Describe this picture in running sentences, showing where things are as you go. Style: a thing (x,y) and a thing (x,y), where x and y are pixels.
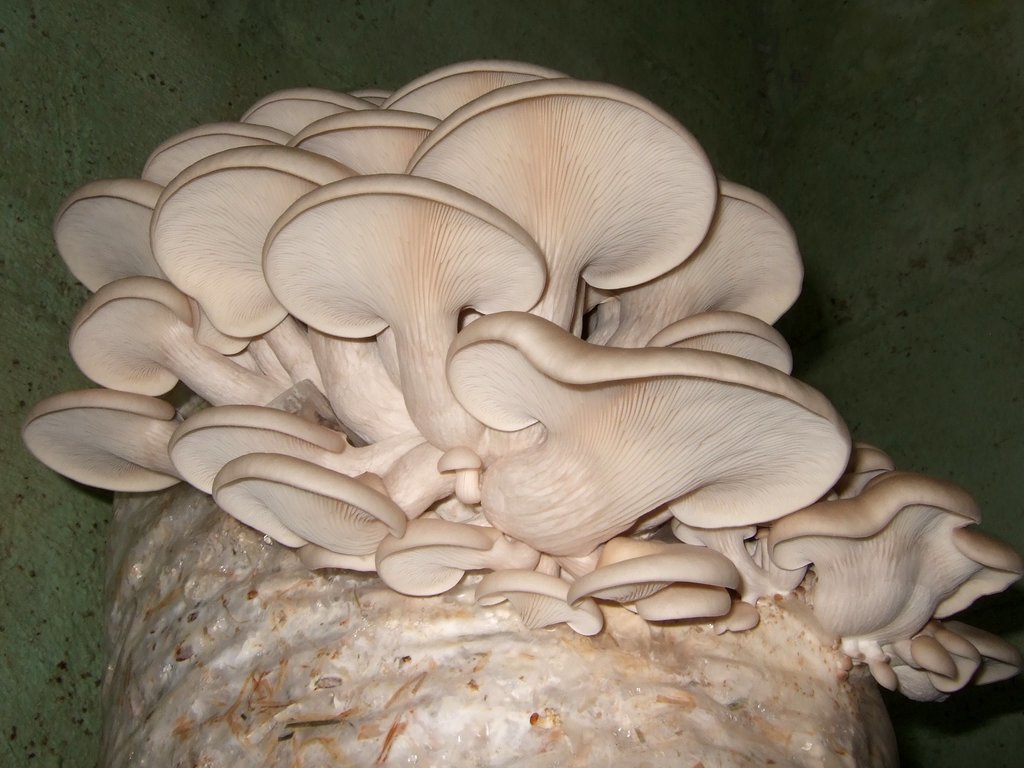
In the middle of this image (635,446), there are white colored mushrooms (537,159) on a surface (500,636). And the background (71,492) is dark in color.
